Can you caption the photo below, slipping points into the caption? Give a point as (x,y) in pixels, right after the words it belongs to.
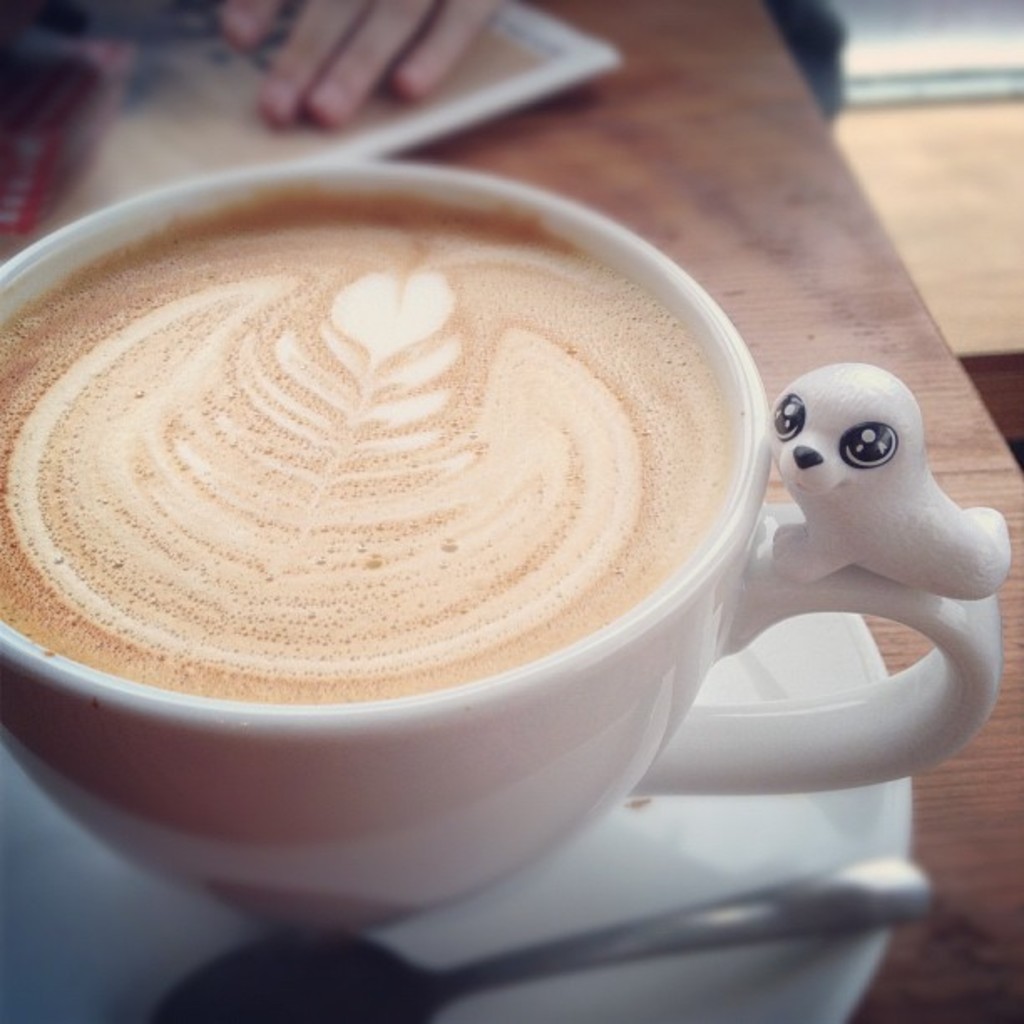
In the picture there is a coffee cup (595,645) kept on a table (784,354).
